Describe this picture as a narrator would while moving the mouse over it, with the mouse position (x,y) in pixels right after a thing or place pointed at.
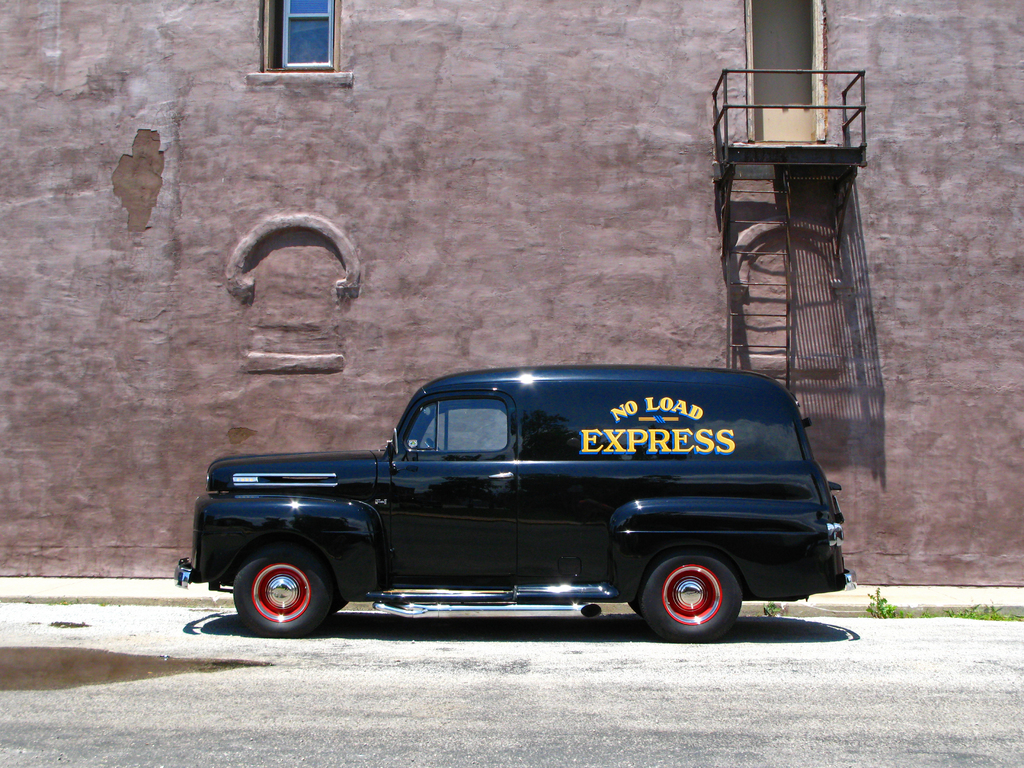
In this image we can see the black color car (417,525) parked on the road (426,691). In the background (427,267), we can see the building wall (490,155) with the window (313,21), door (770,61) and stairs (724,208). We can also see the small plants (882,610).
